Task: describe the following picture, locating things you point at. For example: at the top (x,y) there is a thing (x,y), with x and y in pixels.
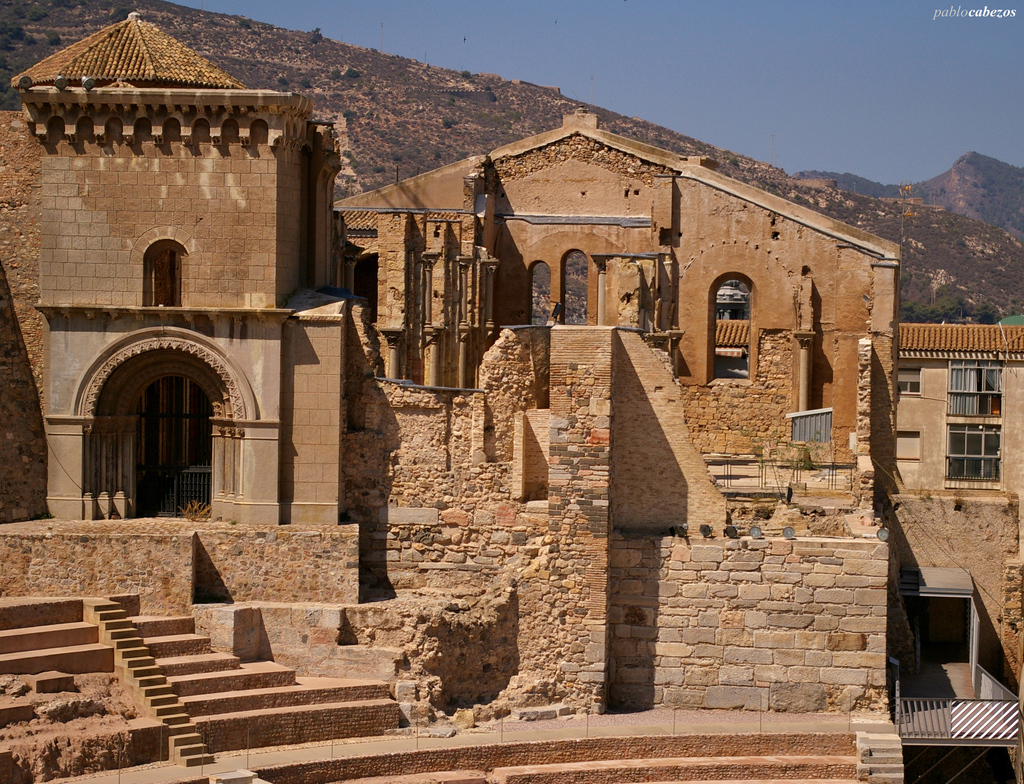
In this image I can see the buildings (577,411). In the background (453,128), I can see the hill (381,106) and the sky (712,54).
